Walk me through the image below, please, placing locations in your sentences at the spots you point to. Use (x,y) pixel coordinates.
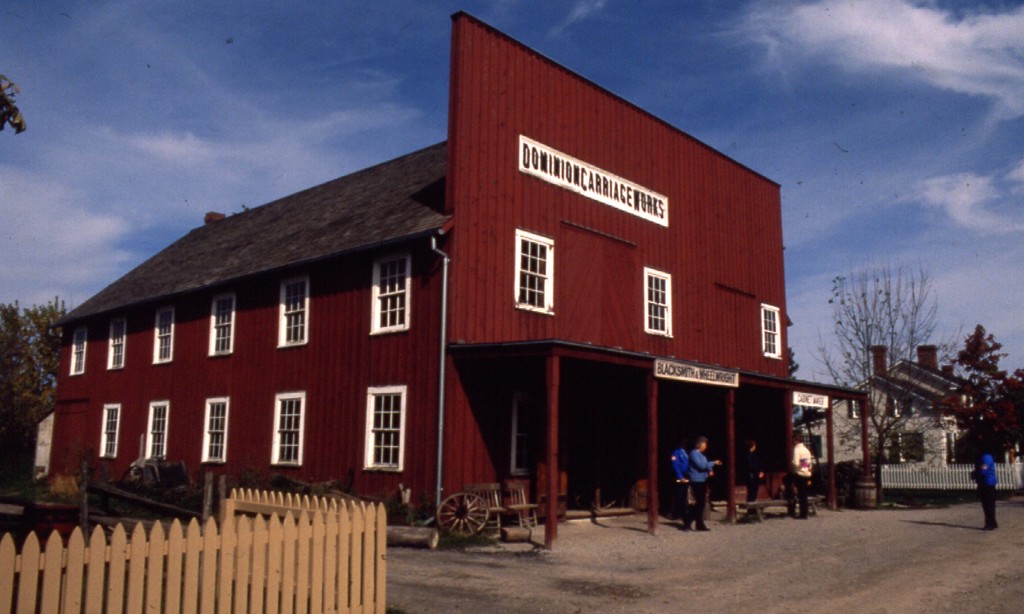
In this image there is a road (453,607) at the bottom (765,607). There is a wooden fence (312,568) on the left corner (305,570). There is a wooden fence (884,488), there are houses (923,349), trees (1000,389) and there is a person (975,473) on the right corner (981,484). There is a building (376,384) with text (606,196), there are windows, people (702,451), wooden objects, trees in the foreground (568,409). And there are clouds (906,56) in the sky (898,167).
